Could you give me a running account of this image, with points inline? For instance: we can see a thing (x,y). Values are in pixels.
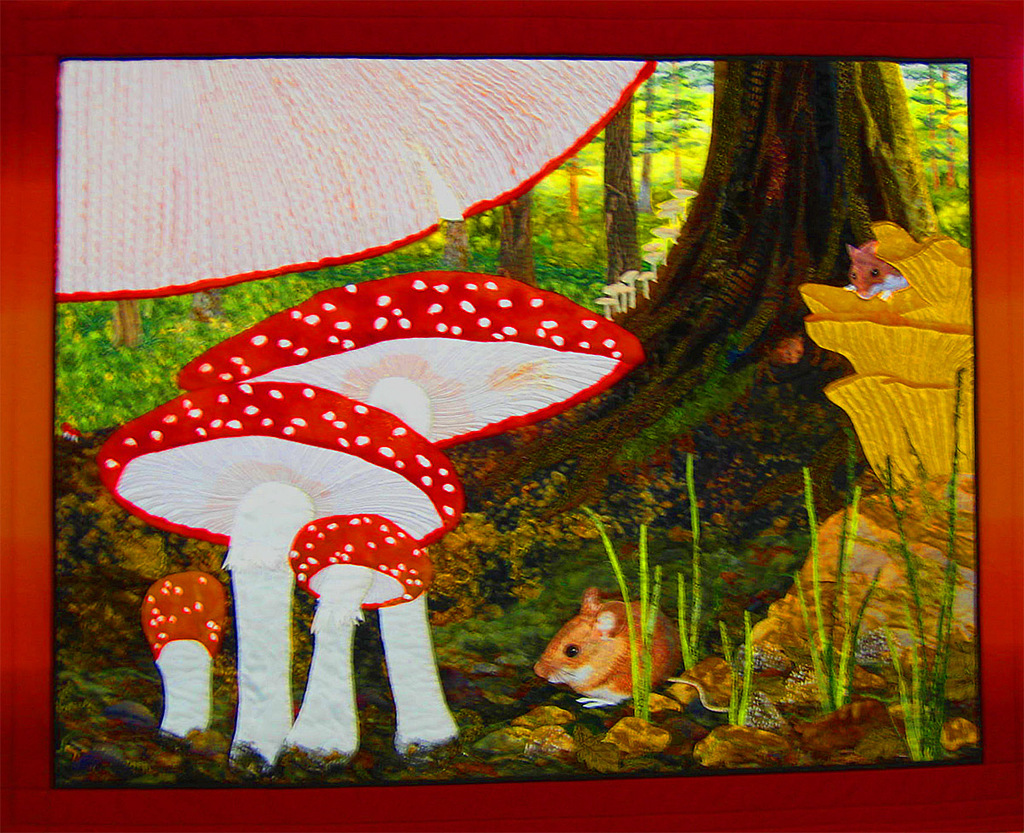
In this image I can see painting (444,507) of trees (759,272), a mouse (590,685), mushrooms (331,463) and other things (173,323).
